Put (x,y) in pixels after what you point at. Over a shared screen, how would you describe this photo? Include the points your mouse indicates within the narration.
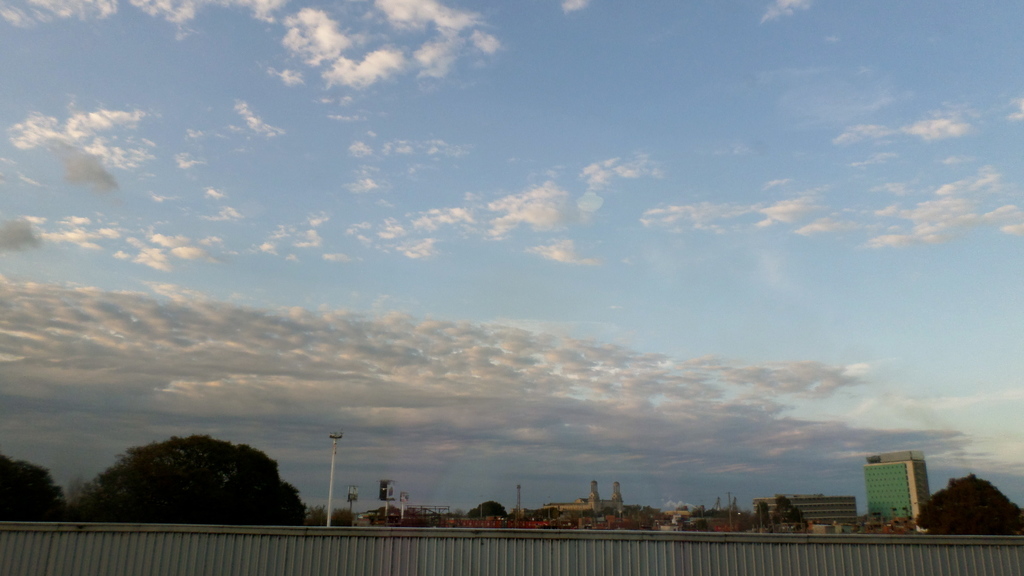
We can see wall (654,572). In the background (709,458) we can see buildings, poles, hoardings (381,491), trees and sky (369,377) is cloudy.
